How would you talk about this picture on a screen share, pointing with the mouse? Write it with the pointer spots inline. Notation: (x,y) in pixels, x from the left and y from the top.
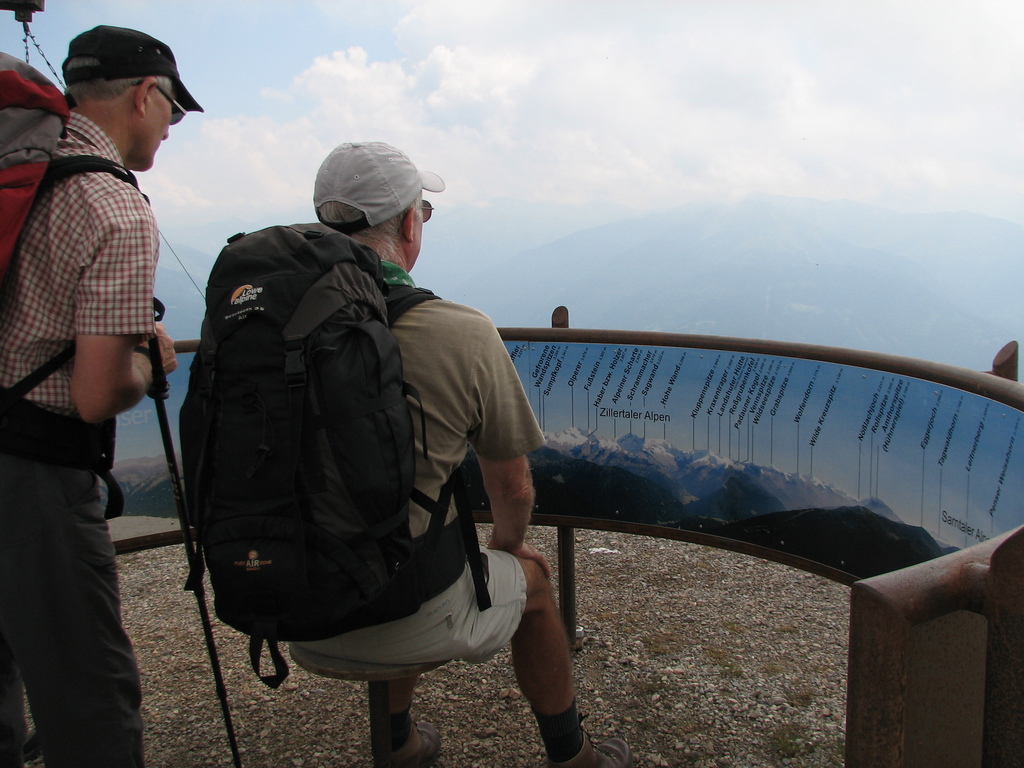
In this image we can see two persons (51,224) wearing backpacks (263,375), one of them is holding a walking stick (196,589), and the other guy (396,640) is sitting on a stool (379,670), in front of them there is a fencing (779,432) with some text (615,398) on it, also we can see some mountains (688,221), and the sky (633,160).
